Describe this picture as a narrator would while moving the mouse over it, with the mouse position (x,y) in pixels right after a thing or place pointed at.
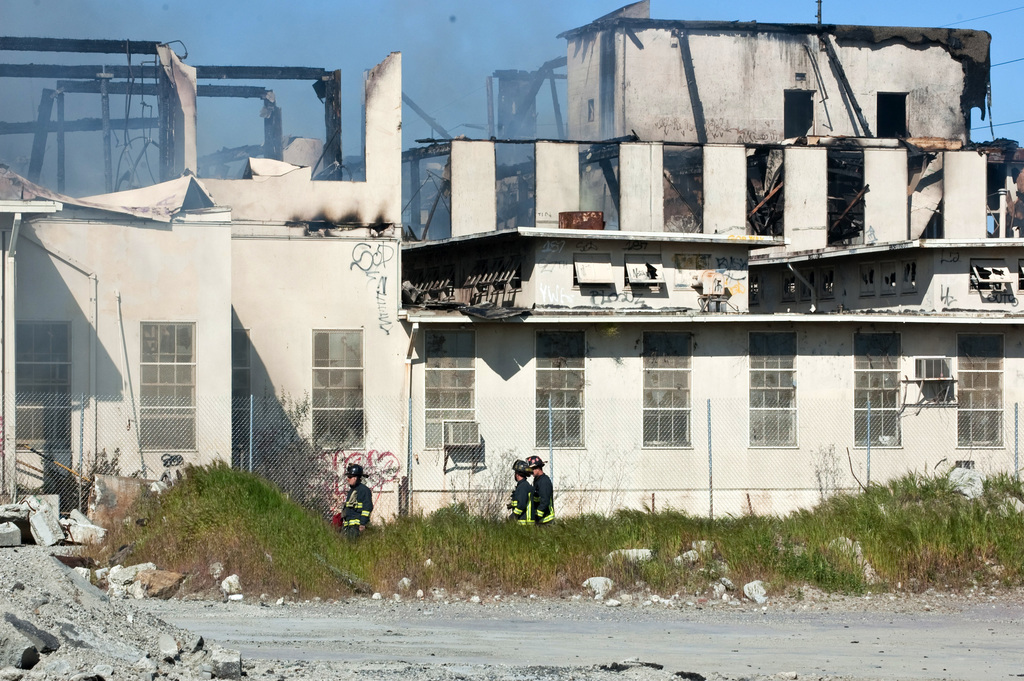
In this image in the center (590,378) there are some buildings (417,376) and there are some persons (354,495) who are walking, and also there are some plants (568,564) and some rocks (107,633) and sand (723,660) and at the top of the image (436,64) there is sky (511,33) and also there is a net (330,451) and some poles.
